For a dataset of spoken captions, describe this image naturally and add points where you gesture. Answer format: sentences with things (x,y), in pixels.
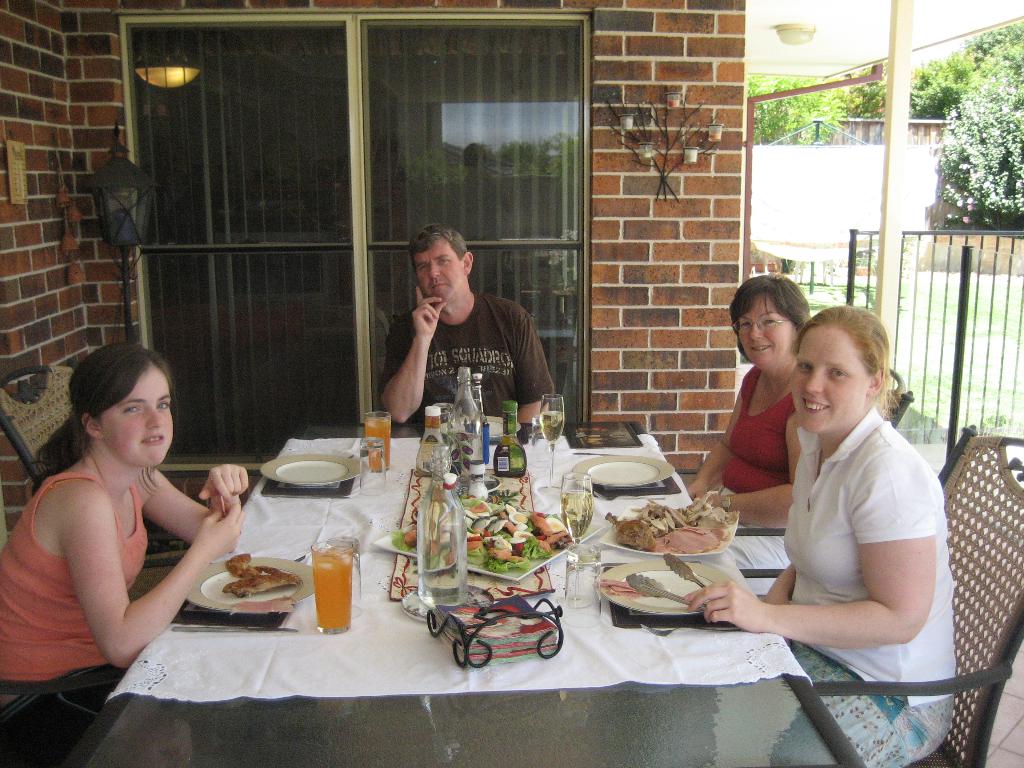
In this picture there are three women (791,382) and a man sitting on a chair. There is a glass (342,588), table (362,588), food (501,559) in the plate (525,543). There is a tong (645,578) and other objects (454,602) on the table (559,599). There is a light (166,70). There are some trees (834,103) at the background (950,101).
